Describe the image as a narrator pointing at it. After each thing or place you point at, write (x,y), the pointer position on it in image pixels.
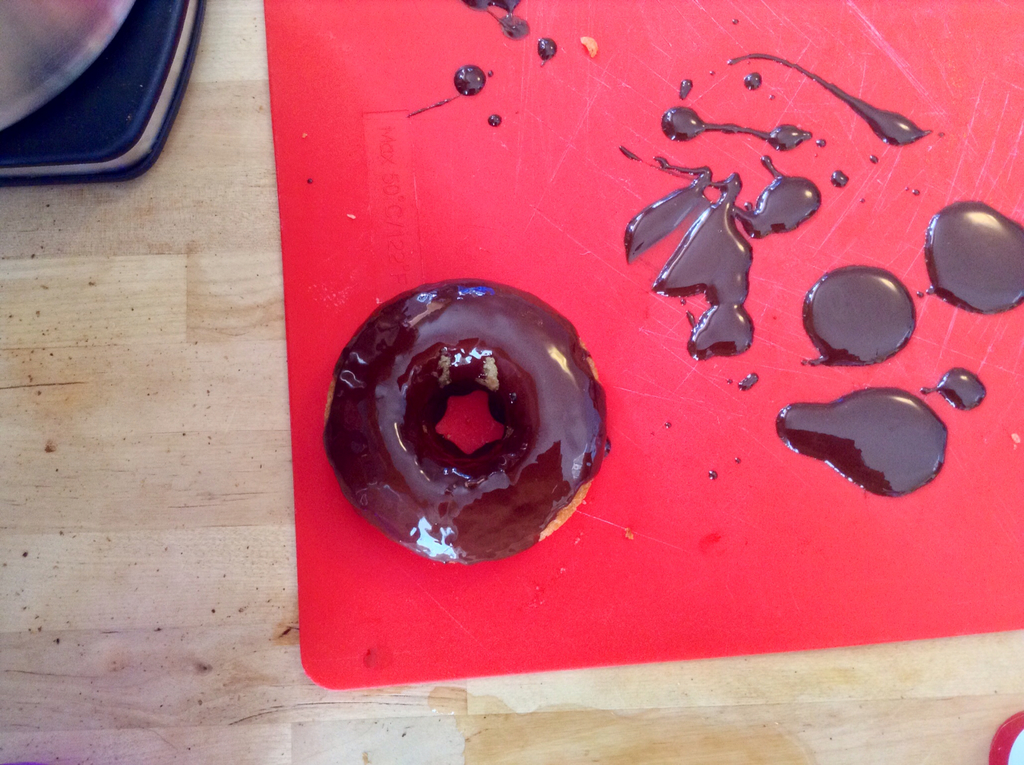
In this picture we can see a doughnut (340,389) dipped in chocolate syrup (544,421) placed on a red mat (798,641).
